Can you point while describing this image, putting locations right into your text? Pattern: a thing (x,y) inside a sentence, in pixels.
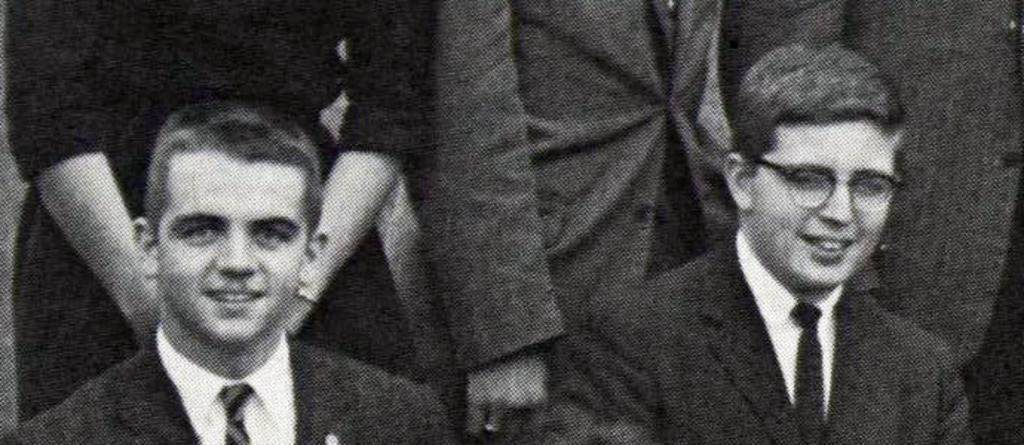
This image is a black and white image as we can see there are two persons (677,374) in the bottom of this image (643,326) and there are some persons (412,303) standing in the background (393,95).
